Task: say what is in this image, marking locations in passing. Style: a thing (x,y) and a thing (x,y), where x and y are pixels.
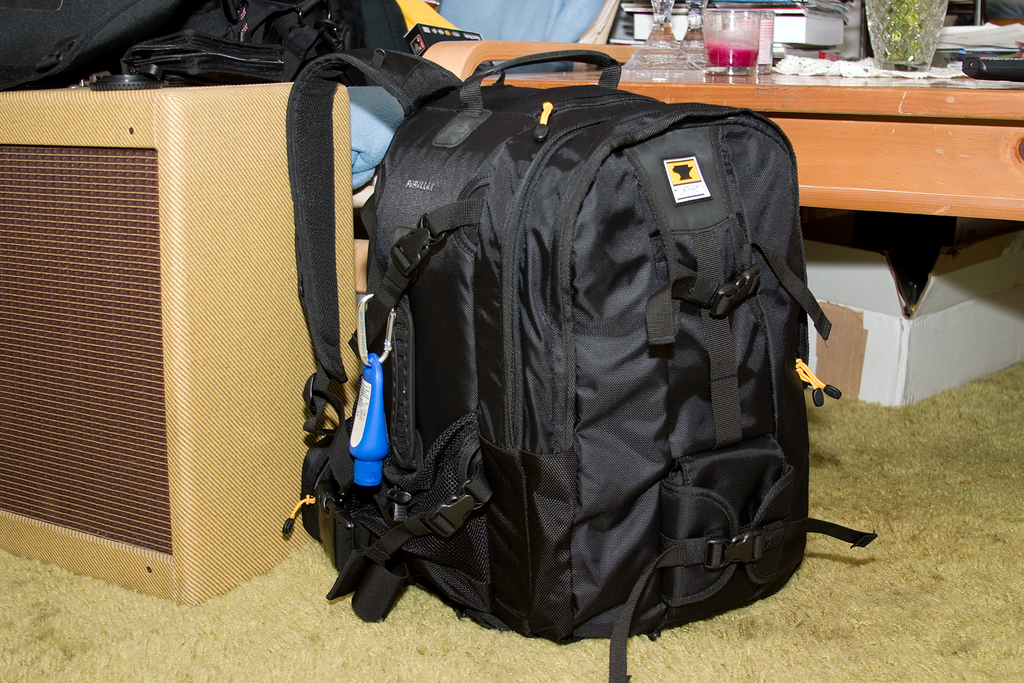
In this picture here is a bag (713,247) on the ground (934,513), here is a table (896,105) with a glass (718,31) on it, and some liquid (722,48) on it. and here is a book (797,22) on the table (768,97).
